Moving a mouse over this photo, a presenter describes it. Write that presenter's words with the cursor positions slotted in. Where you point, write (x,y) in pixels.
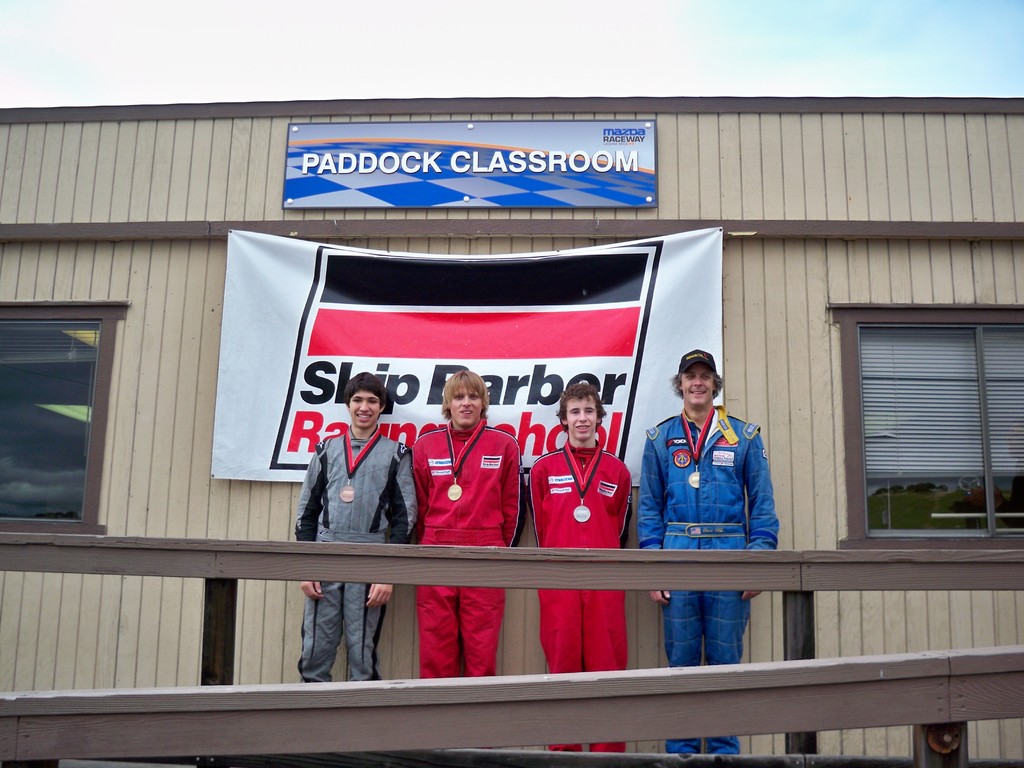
In this image I can see four persons (653,473) standing in front of the building (870,477) and I can see notice board (282,398) and at the top (563,49) I can see the sky (872,34).
